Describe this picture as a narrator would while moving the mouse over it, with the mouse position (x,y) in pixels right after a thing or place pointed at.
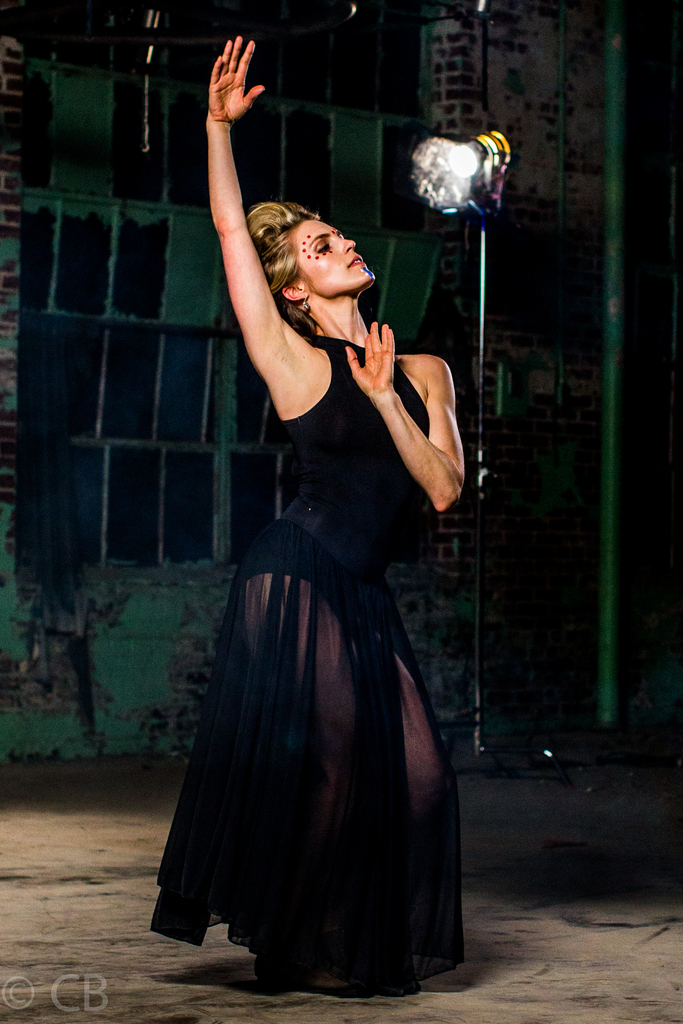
In this image there is a girl (363,529) standing on the floor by raising her hand (237,232). Behind her there is a light (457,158). In the background (170,325) there is a wall (507,197).
